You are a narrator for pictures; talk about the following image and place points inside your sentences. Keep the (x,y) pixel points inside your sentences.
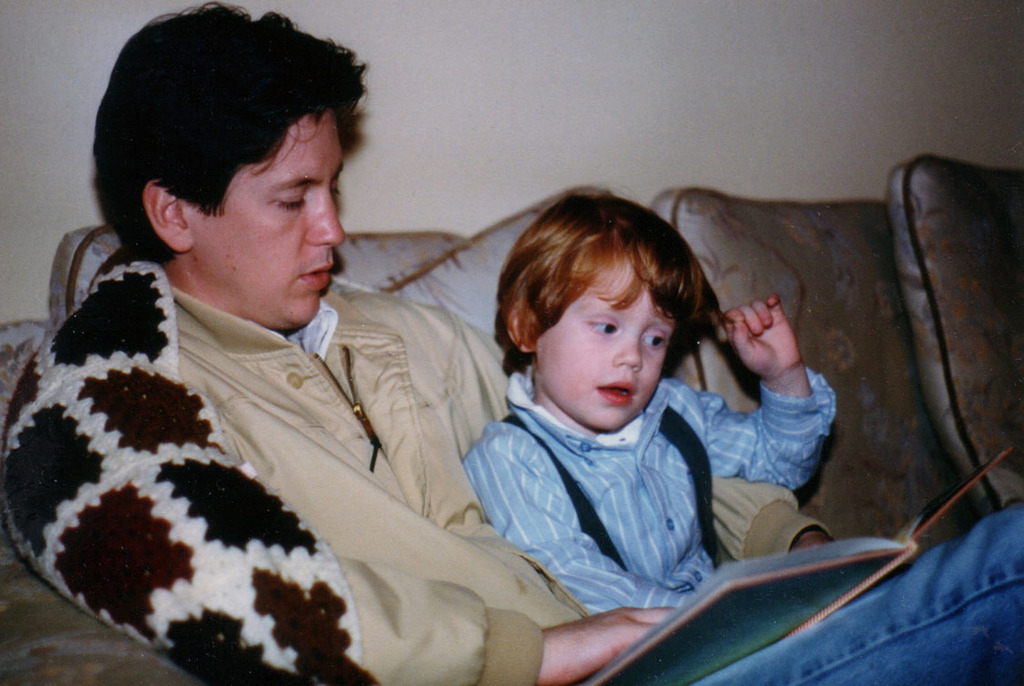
In the center of the image (611,443) we can see one man (524,577) and one kid (784,467) is sitting on the couch (859,516). And we can see they are in different costumes (642,482). And the man (726,498) is holding a book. In the background (379,158) there is a wall (717,47).
